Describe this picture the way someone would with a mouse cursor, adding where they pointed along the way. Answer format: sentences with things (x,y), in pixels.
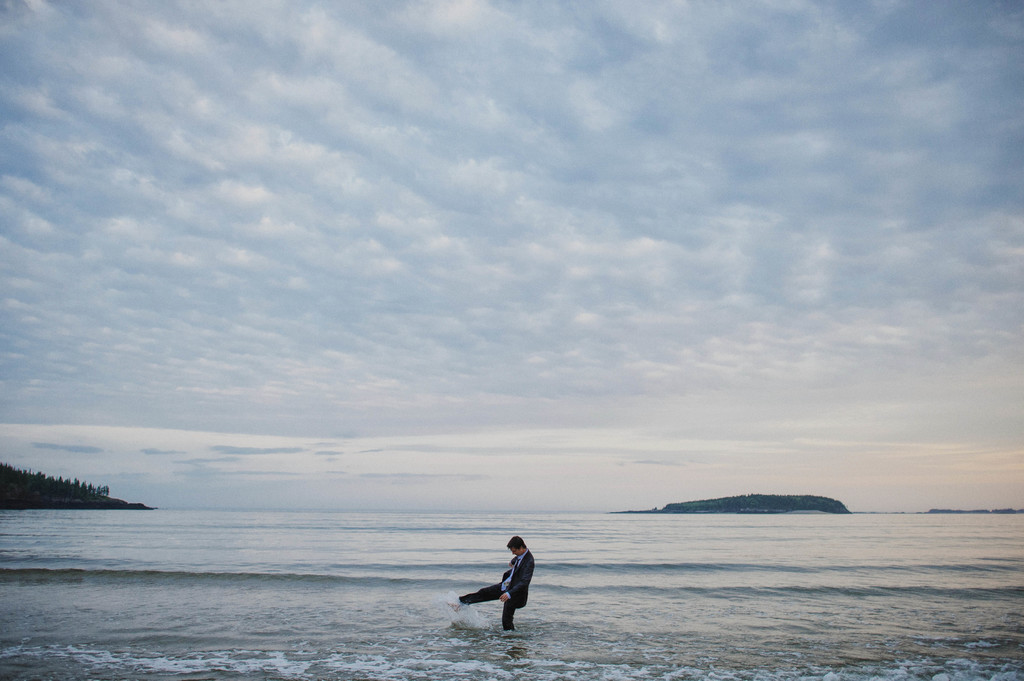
In the foreground of the picture (1000,648) there is a water body (486,522). In the center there is a person (505,587) in the water (504,557). On the left (33,498) there are trees (82,493). On the right (731,504) we can see island (809,500). At the top (229,104) it is sky (716,280).
